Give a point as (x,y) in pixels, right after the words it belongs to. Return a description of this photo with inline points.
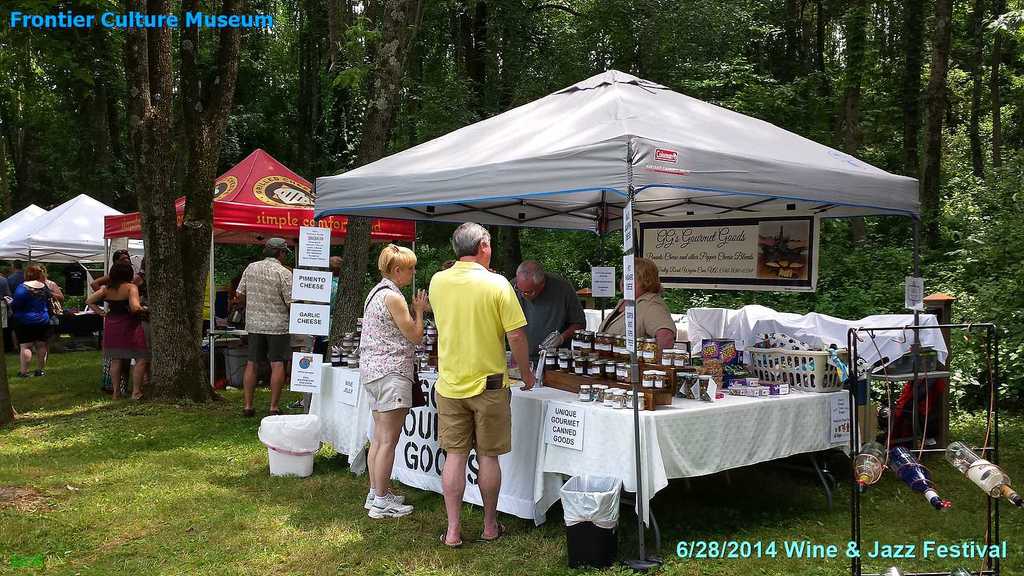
There are tents (766,148) in different colors arranged on the grass (372,528) on the ground (95,434). In the tents (749,159), there are persons (375,288), there are tables (89,323), on which, there are bottles (417,342) and other objects (727,354). There is a white color bucket (302,451) on the grass (263,475) on the ground (267,475). In the background (297,126), there are plants (1015,230) and trees (1004,107).
